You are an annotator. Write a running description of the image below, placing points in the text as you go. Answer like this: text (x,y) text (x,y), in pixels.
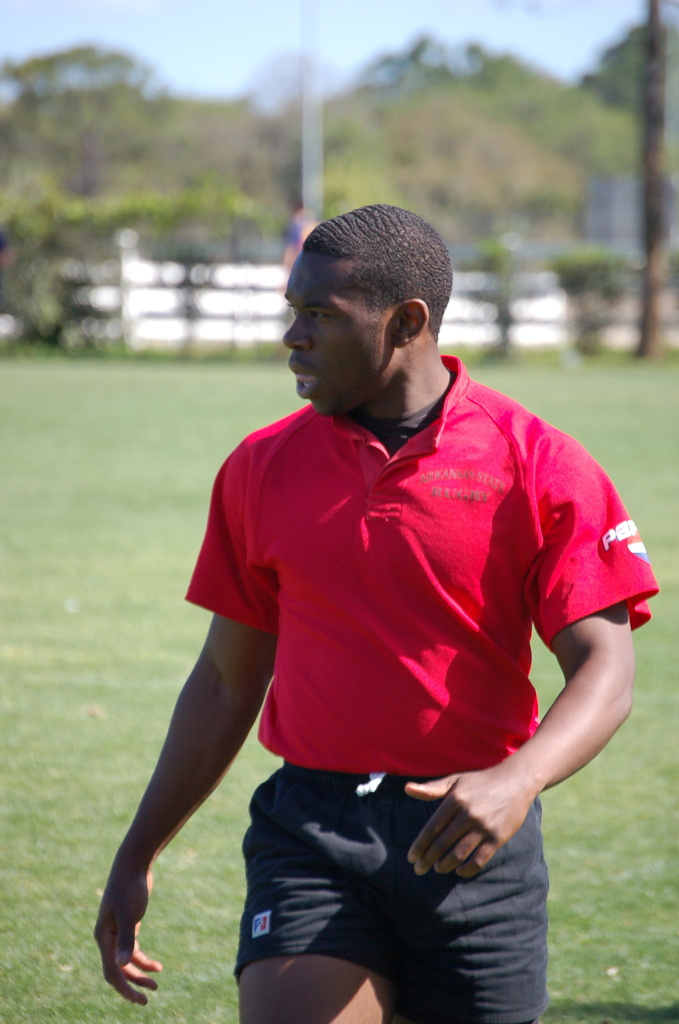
In the center of the image (341,398) there is a person (195,596) walking. He is wearing red color t-shirt (346,626) and black color short (524,826). At the background of the image (11,145) there are trees (42,97). At the bottom of the image (57,764) there is grass (101,756).
